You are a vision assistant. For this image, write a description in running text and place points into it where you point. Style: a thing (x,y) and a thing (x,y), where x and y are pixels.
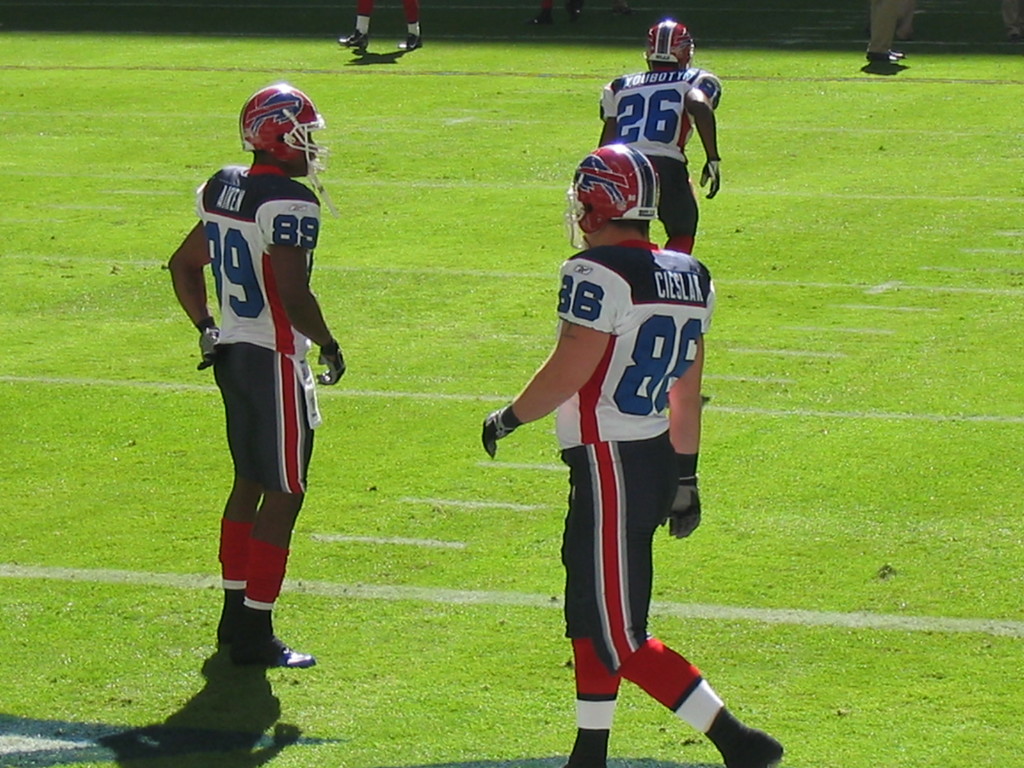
In this image I can see the group of people (264,303) standing on the ground (364,609). I can see these people (318,202) are wearing the jerseys (277,199) and helmets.
